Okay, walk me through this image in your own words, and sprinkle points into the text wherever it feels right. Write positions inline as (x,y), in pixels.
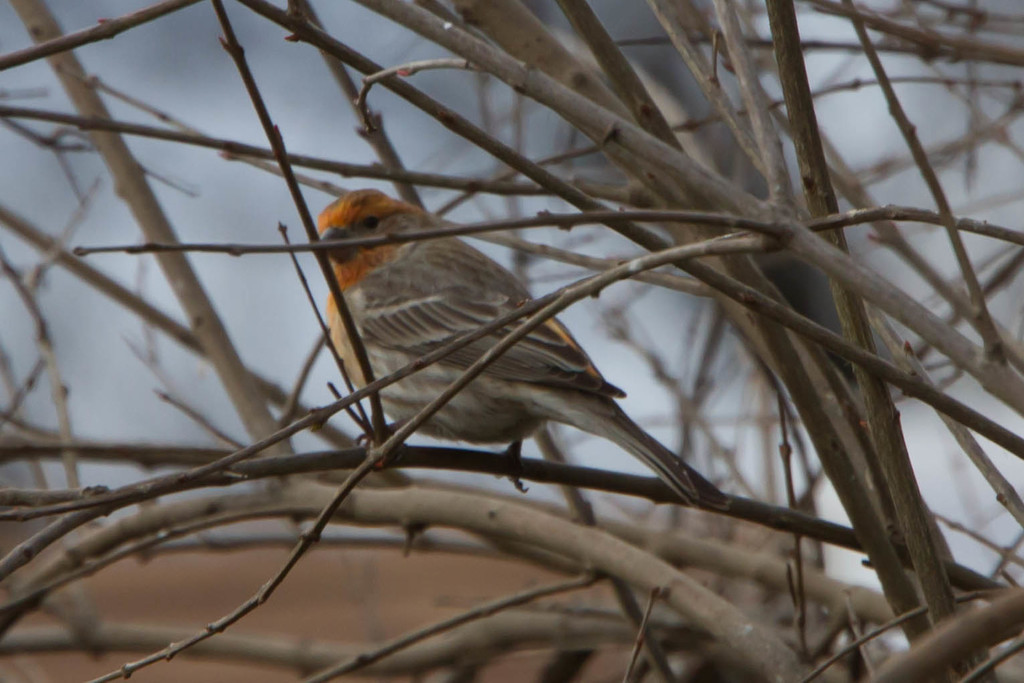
In this picture there is a bird (613,421) and we can see branches (764,648). In the background of the image (125,371) it is blurry.
